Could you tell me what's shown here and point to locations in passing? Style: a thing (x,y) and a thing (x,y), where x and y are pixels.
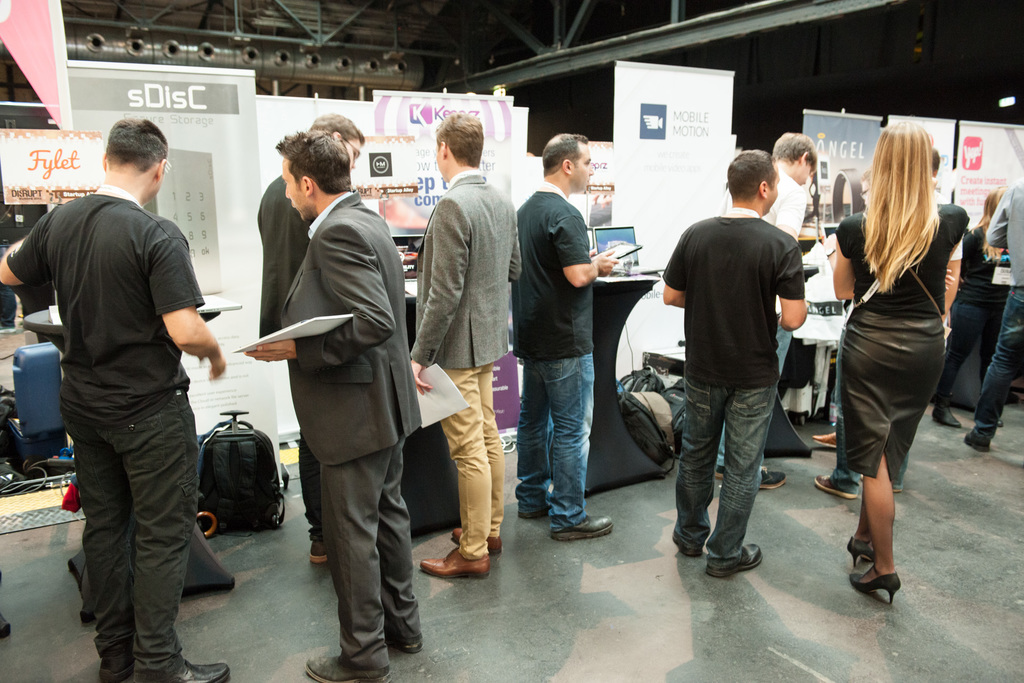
In this image there are people (732,442) standing on a floor (658,599), on that floor (314,574) there are bags (254,469) and tables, on that tables (409,281) there are laptops (402,254), in the background (698,73) there are banners (711,80), on that banners (835,117) there is some text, at the top (604,8) there is a roof (285,7).
